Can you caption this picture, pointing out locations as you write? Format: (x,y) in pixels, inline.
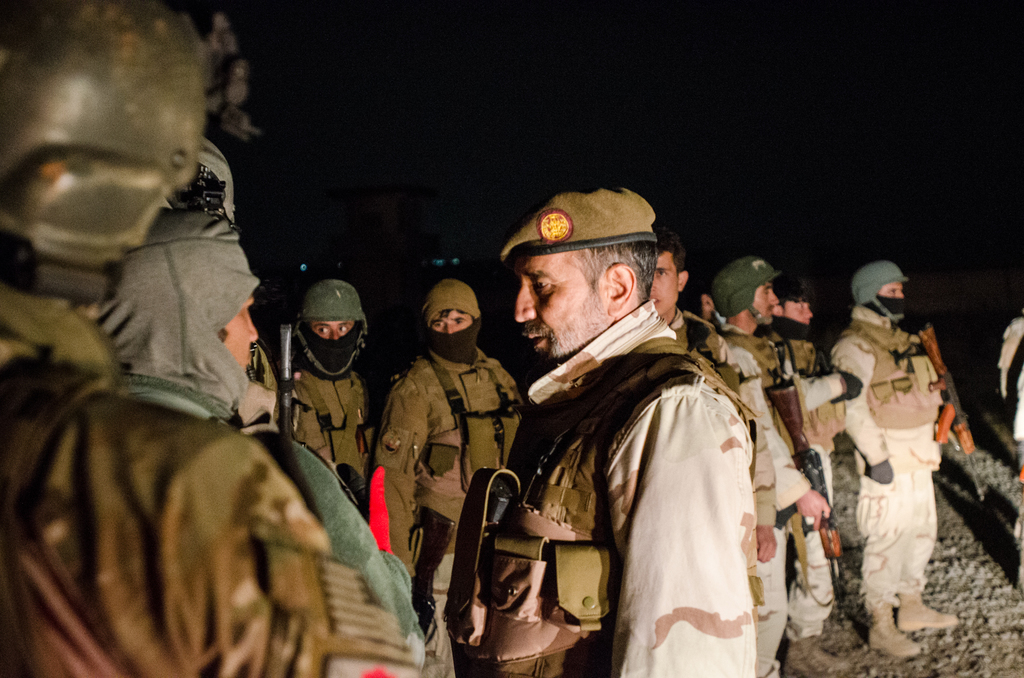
In this image there are some persons (529,526) standing as we can see in middle of this image (427,383) and the persons (902,449) standing at right side (905,435) is holding a weapons (820,492).
